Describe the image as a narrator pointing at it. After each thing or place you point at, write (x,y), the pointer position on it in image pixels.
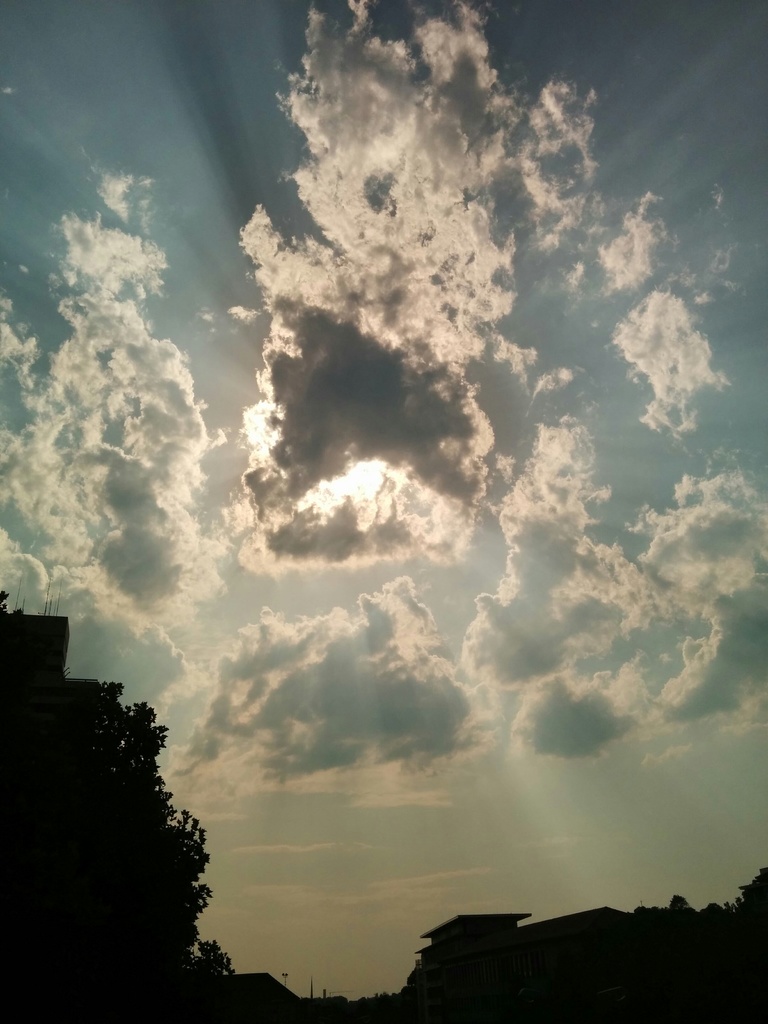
At the bottom of the picture (37,844), we see the trees (377,1017) and the buildings (423,1010). In the background (225,843), we see the clouds (477,639), the sky (392,565) and the sun (376,471).
